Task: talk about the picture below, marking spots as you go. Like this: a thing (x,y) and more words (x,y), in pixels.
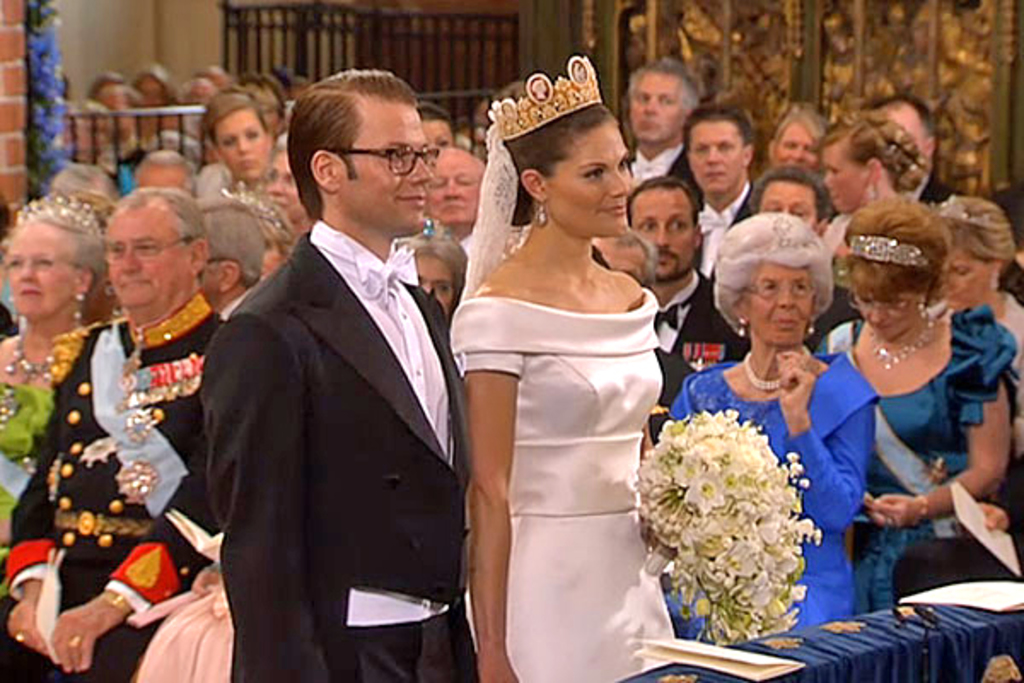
A man (455,450) is standing, he wore black color coat (376,442), beside him a beautiful girl (605,362) is standing, she wore white color dress (629,449) and also holding the flowers (705,520) in her hand (644,526), there are other people (697,329) behind them.
